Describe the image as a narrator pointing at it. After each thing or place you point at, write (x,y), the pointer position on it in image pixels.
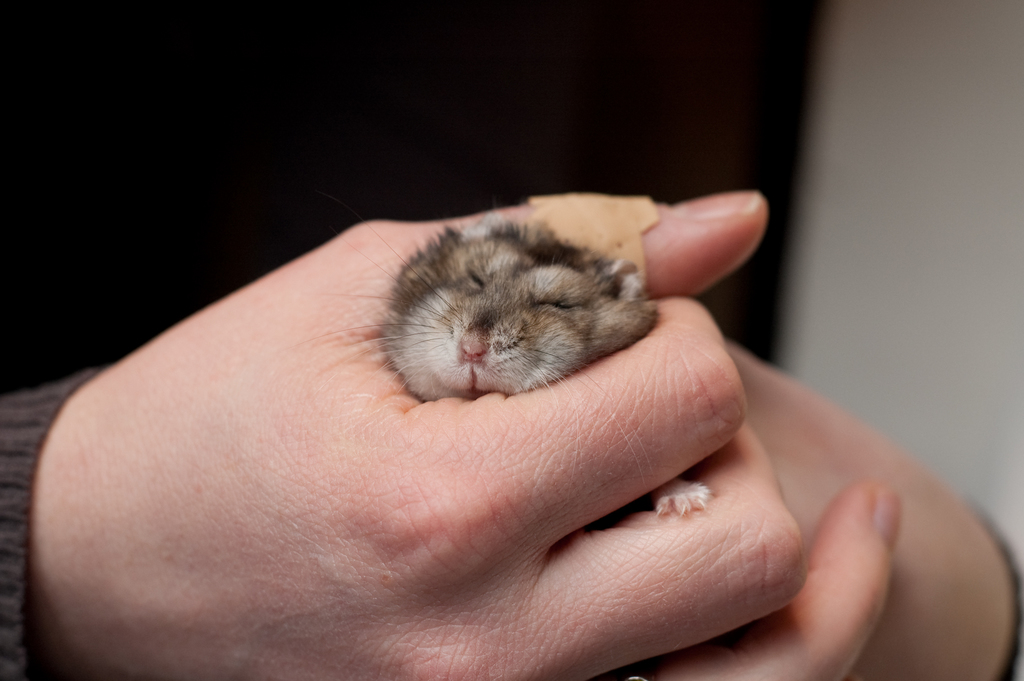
Here we can see hands (602,364) of a person (552,477) holding a hamster (453,335). And there is a blur background (906,345).
